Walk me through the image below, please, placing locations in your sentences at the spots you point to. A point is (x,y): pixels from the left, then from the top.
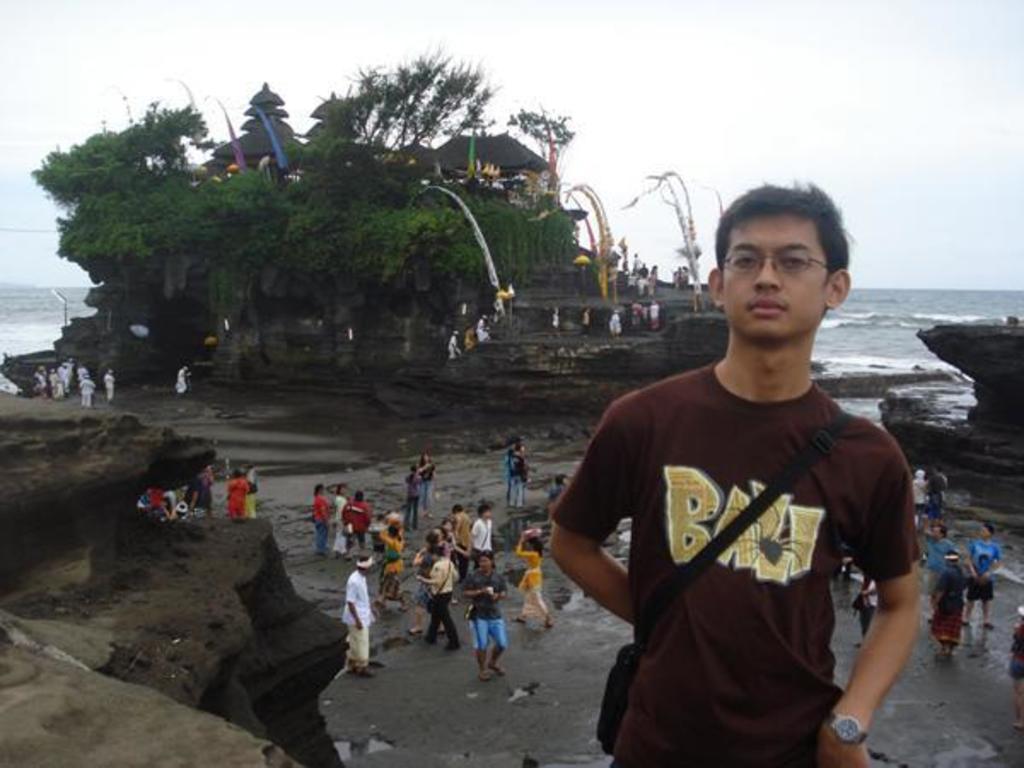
In this picture there is a man (866,443) who is wearing spectacle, t-shirt (714,569), bag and watch (845,717). He is standing on the corner of this stone (331,757). Here we can see a group of persons (366,643) standing near to the stone (318,652). In the background (565,216) there is a building (482,166) on the mountain (417,378). Here we can see some peoples (634,262) are standing near to the stairs (547,336). Here we can see many trees (307,228). On the right (873,300) background (843,317) we can see ocean (999,297). On the top (819,102) we can see sky (907,52) and clouds (940,46).
